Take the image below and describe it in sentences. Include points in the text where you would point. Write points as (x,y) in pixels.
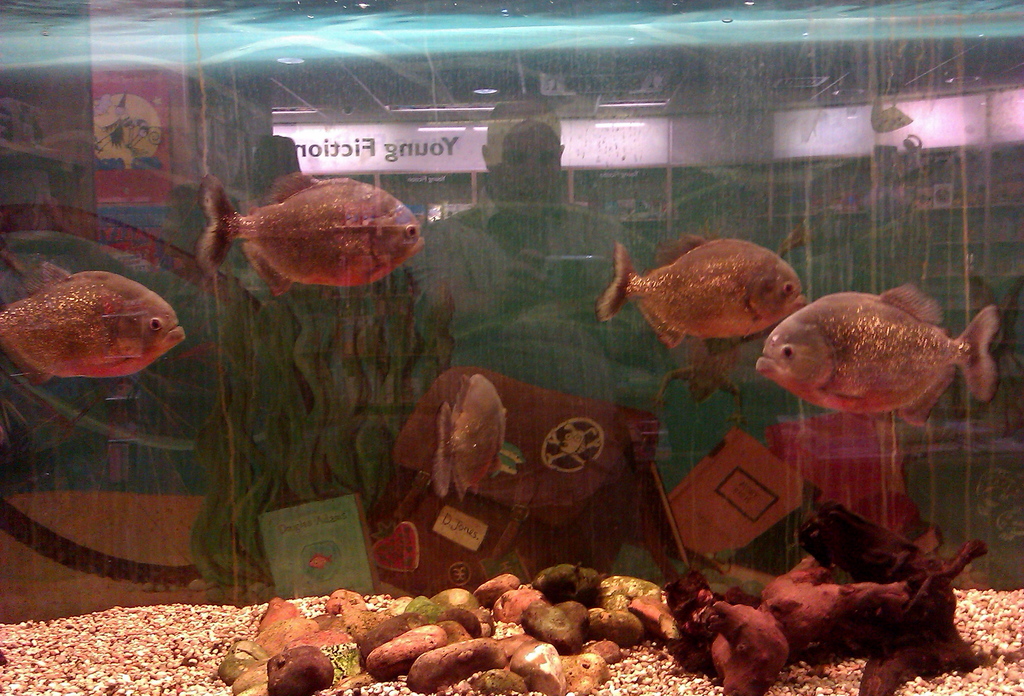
This picture looks like a aquarium (223,288), I can see few fishes (324,203), stones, water (414,358) and I can see reflection (476,240) of a man (529,294) and text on the glass (430,169).
